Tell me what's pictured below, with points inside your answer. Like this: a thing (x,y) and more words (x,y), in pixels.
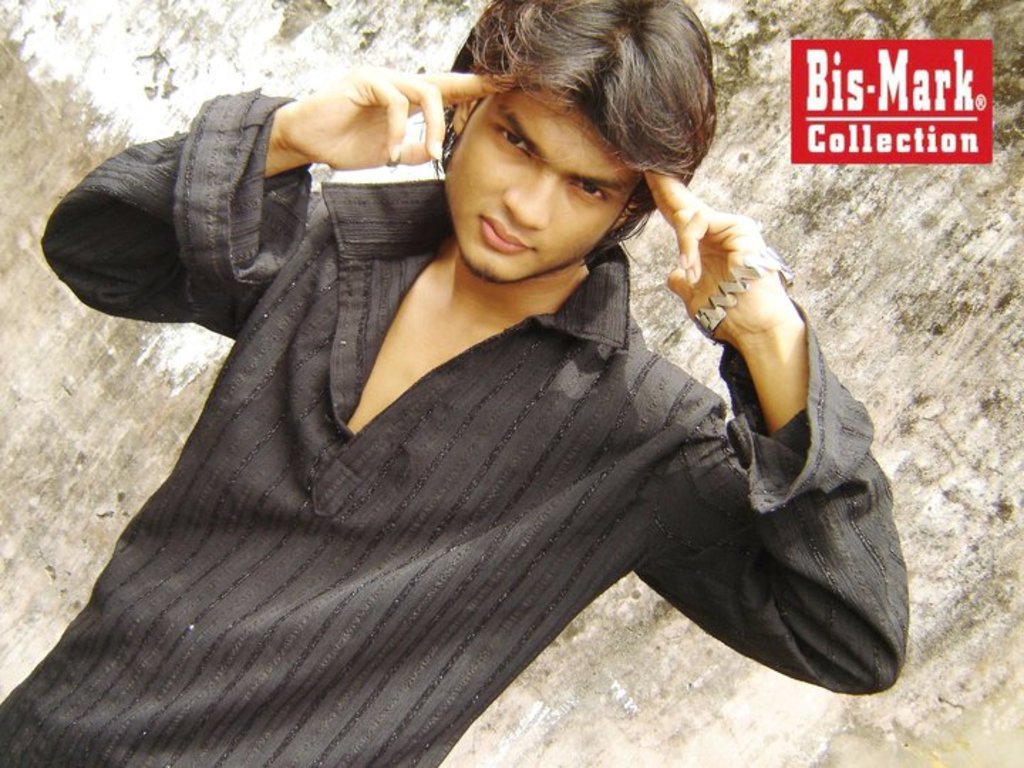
There is a man (328,431) wearing a black dress (275,542). In the back (840,250) there is a wall (904,385). In the right top corner (891,111) there is a watermark (864,87).
